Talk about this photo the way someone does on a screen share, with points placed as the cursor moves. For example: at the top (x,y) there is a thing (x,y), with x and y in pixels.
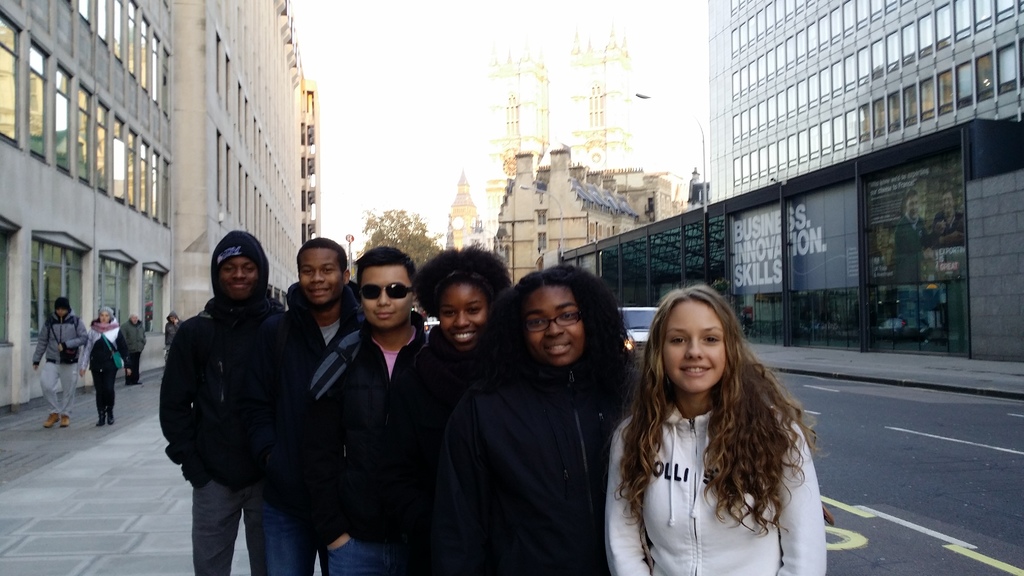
There are persons (497,288) in different color dresses (197,354), smiling and standing, near a footpath (89,481) and a road (859,433), on which, there is a vehicle (633,313). On the left side (36,447), there is a footpath (50,433), on which, there are persons (112,324) walking, in building (176,195), which is having glass windows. On the right side (1001,169), there is a footpath (905,363), near a building (945,75) which is having glass windows (733,224). In the background (624,149), there are buildings (514,208), trees (379,226) and there is sky (395,78).
